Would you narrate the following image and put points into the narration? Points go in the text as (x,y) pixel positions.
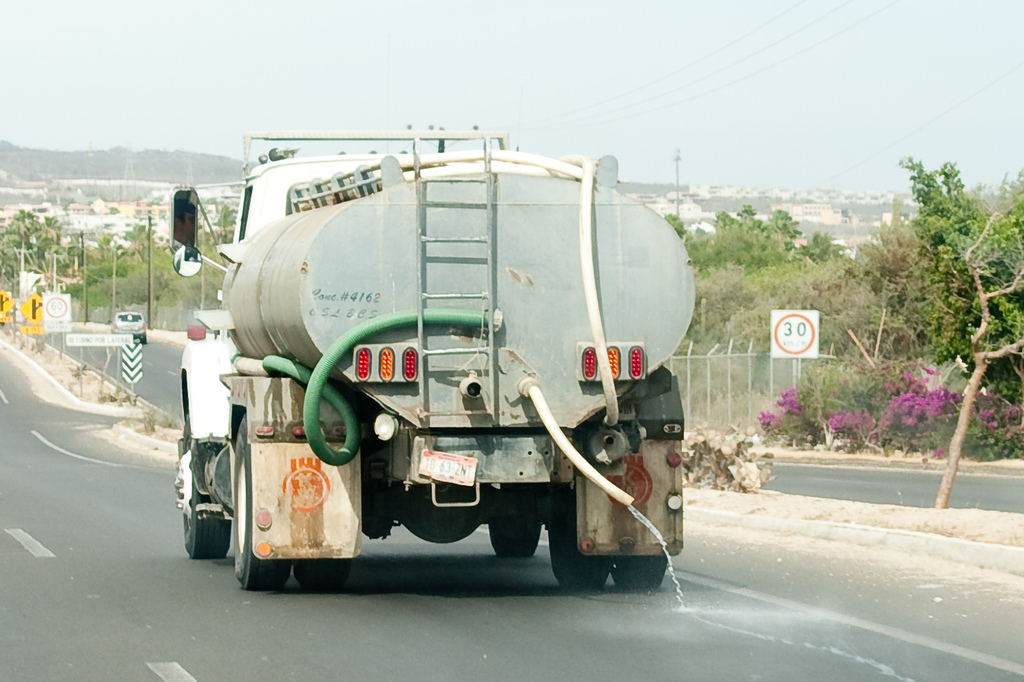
In this image we can see a vehicle (446,302) on the road (849,616). In the background (205,300), we can see fence (759,380), plants (856,397), flowers (882,425), trees (828,302), poles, sign boards (51,304) and buildings (15,208). At the top of the image (273,46), we can see the sky (603,74) and wires (1015,69).
